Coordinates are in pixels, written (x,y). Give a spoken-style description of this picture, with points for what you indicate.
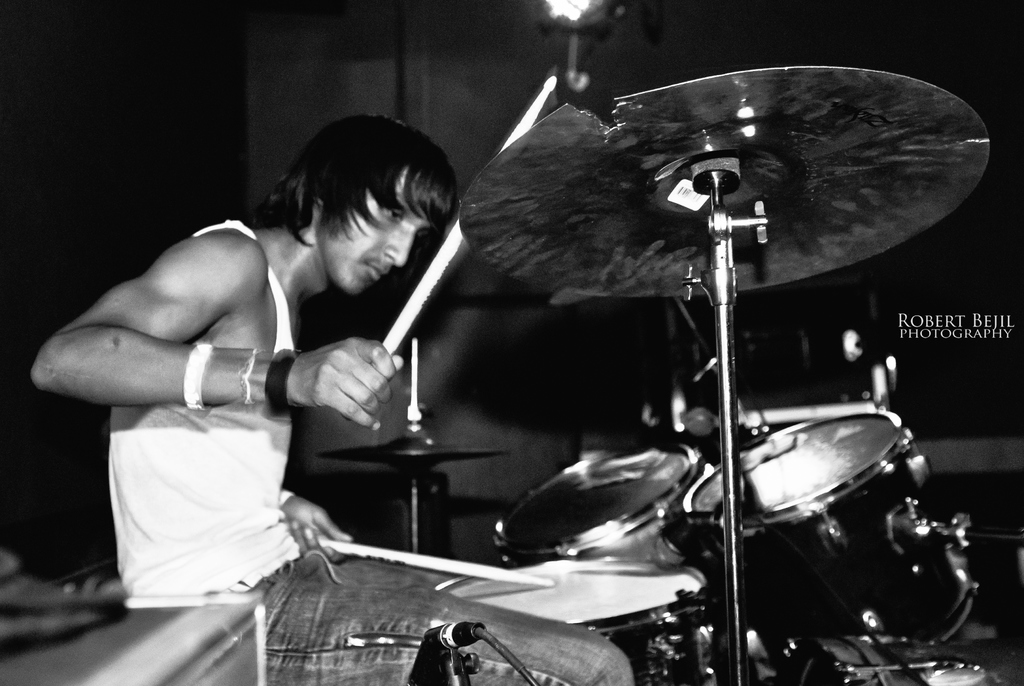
In this image I can see the black and white picture in which I can see a person (337,407) is sitting and holding sticks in his hands (341,405). I can see few musical instruments (579,277) in front of him. I can see the dark background (709,26) and a light (546,0).
